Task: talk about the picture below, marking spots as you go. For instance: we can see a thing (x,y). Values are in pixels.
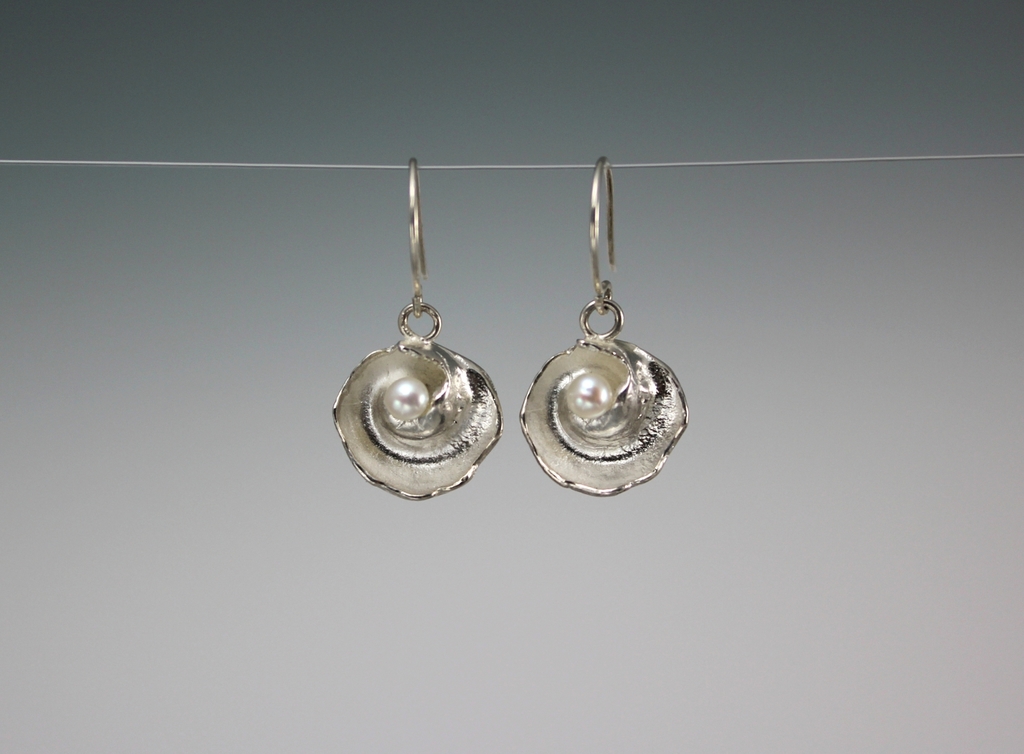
In this image there is a thread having earrings (429,372) hanged to it.
